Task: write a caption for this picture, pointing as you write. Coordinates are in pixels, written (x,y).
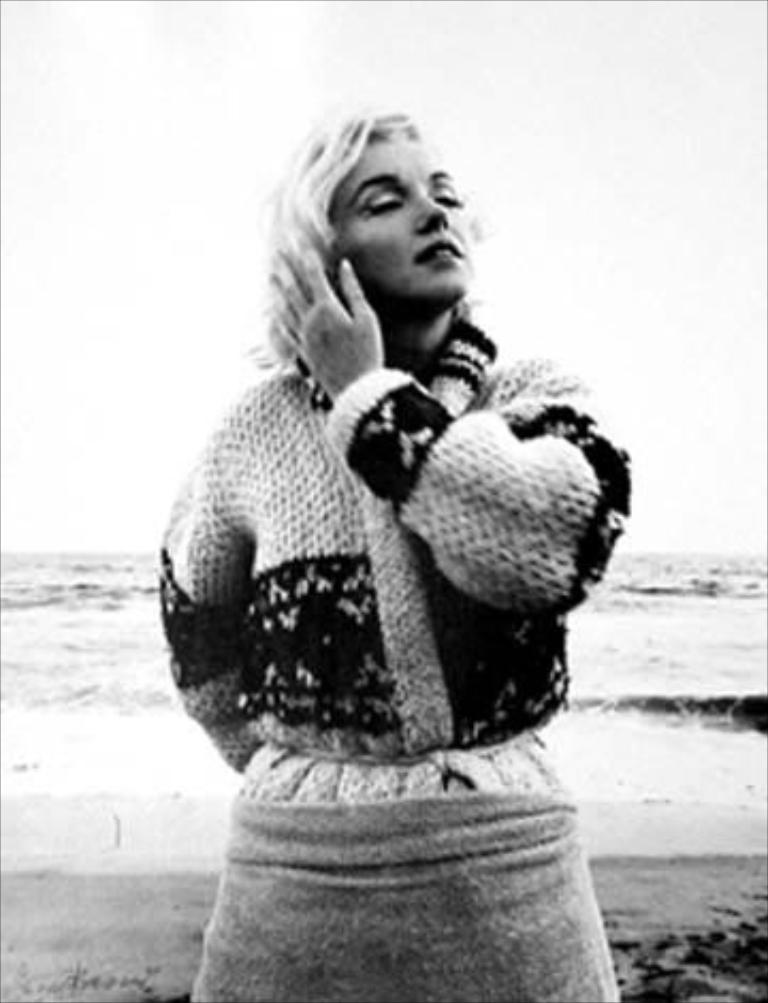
In the middle of the image (428,530) a woman (447,538) is standing. Behind her there is water (618,608).
